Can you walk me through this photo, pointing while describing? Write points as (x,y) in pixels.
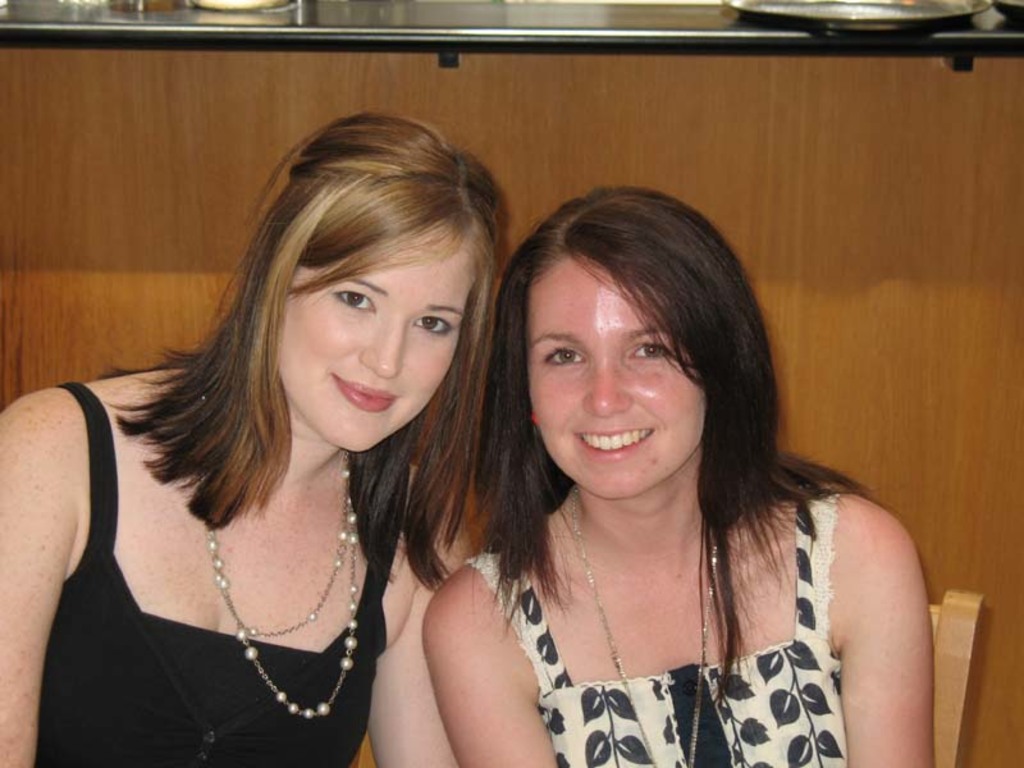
There are two ladies (398,508). Both are wearing chain (281,631) and smiling. In the back (298,93) there is a wooden wall (582,135) with a platform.
